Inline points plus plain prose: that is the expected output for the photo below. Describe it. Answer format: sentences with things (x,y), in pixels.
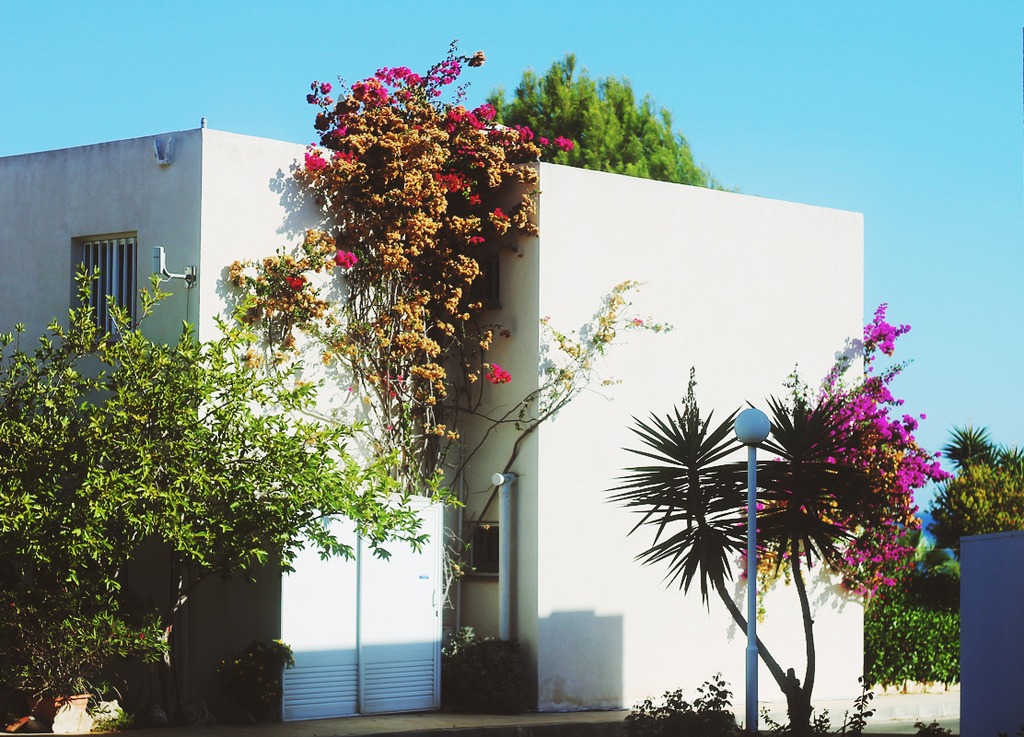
In this image I can see the wall (667,277), in front of the wall (214,272) I can see plants (267,418), on plants (267,418) I can see flowers (832,503) and there is a pole (747,580) visible in front of the wall (636,537), on the wall (826,626) I can see creeper (764,611) on creeper (410,110) I can see flowers (537,145), at the top (834,72) I can see the sky (847,75), on the right side (984,448) I can see plants (980,438) and the wall (984,580), there is a flower pot (57,698) visible in the bottom left (85,661) which is contain a plant (73,673).
